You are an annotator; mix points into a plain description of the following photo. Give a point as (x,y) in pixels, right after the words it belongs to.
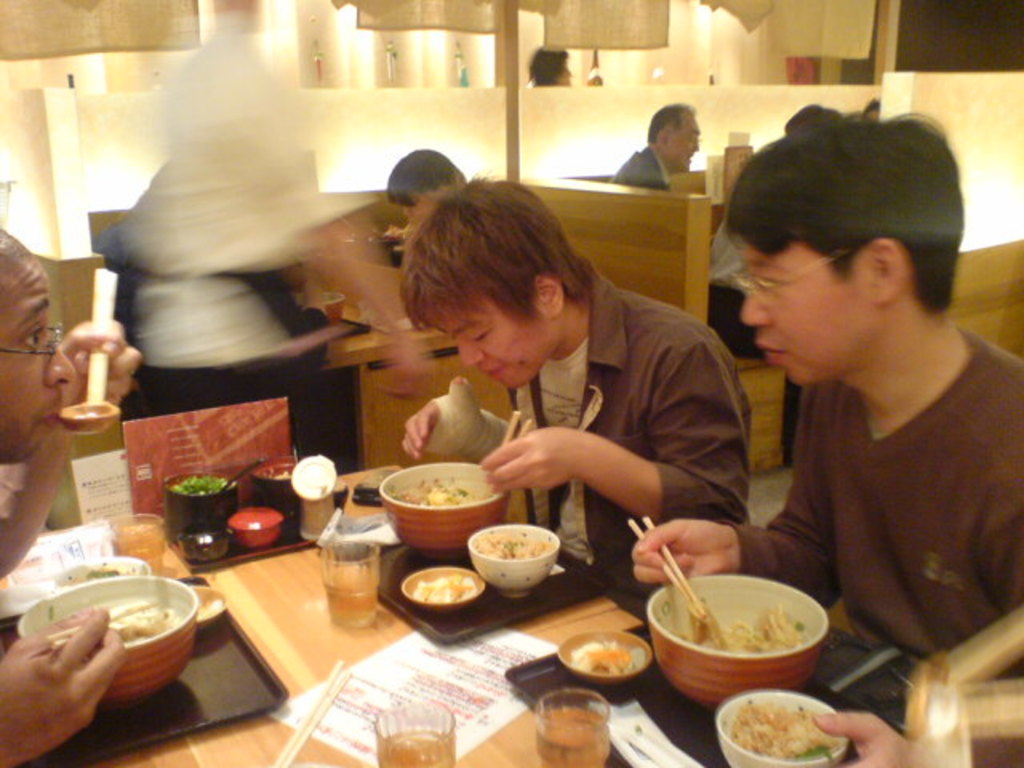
In this picture there is a man (607,350) who is wearing shirt (671,454) and holding chopsticks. He is sitting near to the man (985,501) who is wearing spectacle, t-shirt (956,580) and trouser (893,678). He is holding stick (701,603) and bowl (739,748). In the bowl (796,659) we can see a noodles (788,638). On the left (89,683) there is another man (34,370) who is wearing spectacle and he is sitting near to the table (310,562). On the table (530,744) we can see a bowl (94,591), noodles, glasses (431,734), paper (377,696), chopsticks (333,696) and other objects (298,522). In the back (695,235) we can see the group of persons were sitting on the bench (700,249).
